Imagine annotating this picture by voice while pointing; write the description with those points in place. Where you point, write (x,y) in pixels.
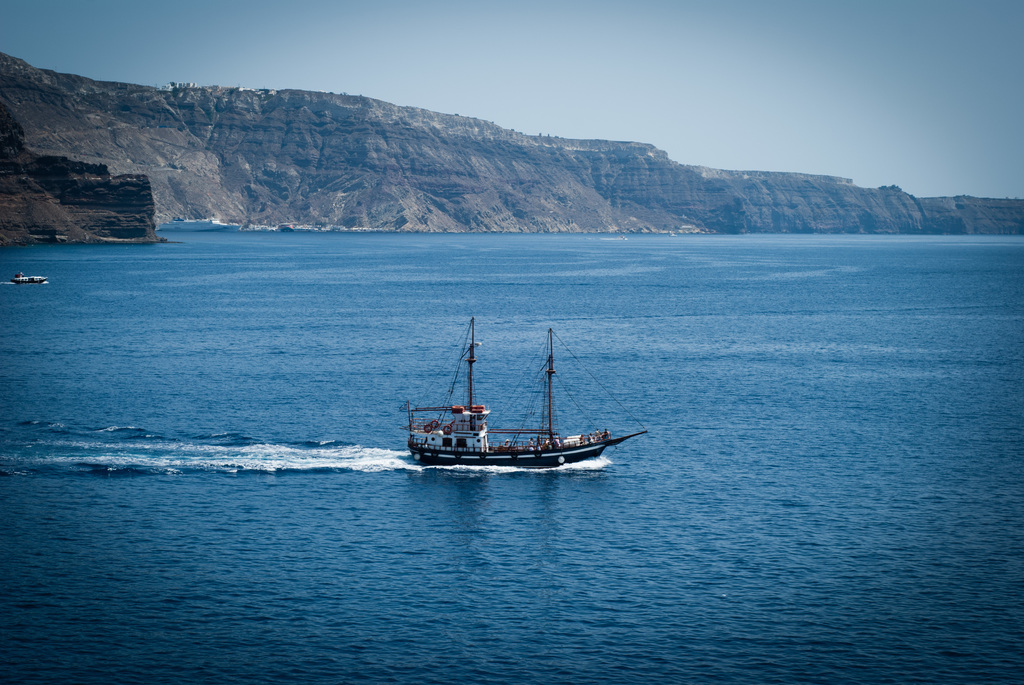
In this image there is a boat (485,443) in the water (566,588). In the background (552,139) there are hills (444,171). At the top (615,117) there is the sky (829,93).
